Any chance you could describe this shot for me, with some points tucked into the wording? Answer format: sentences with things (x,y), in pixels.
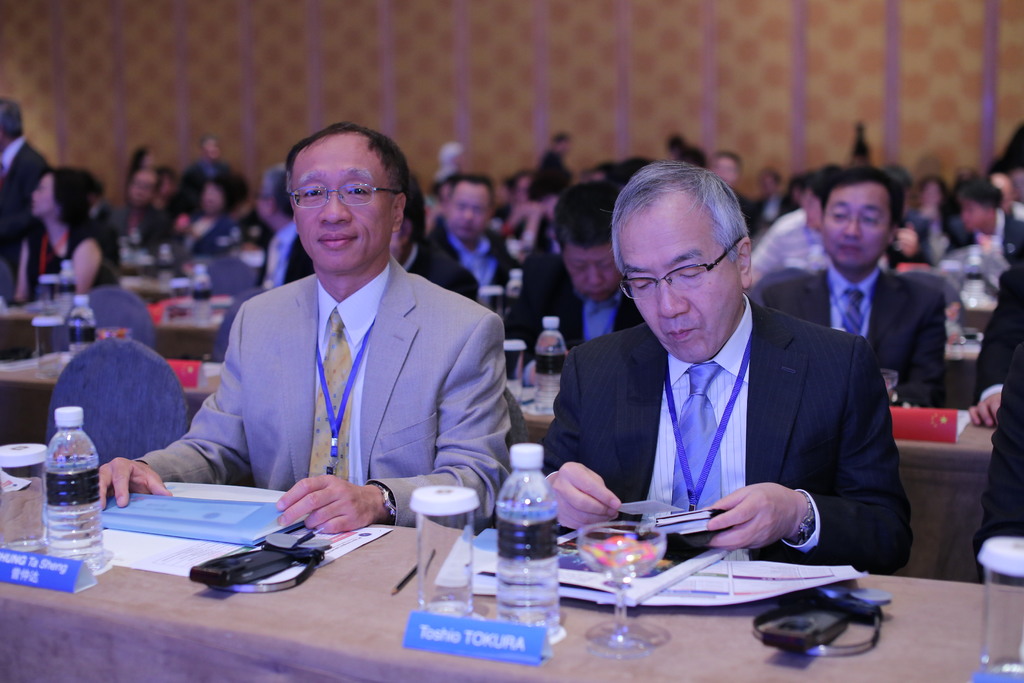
In this picture we can observe some people (425,264) sitting in the chairs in front of a table (695,677) on which we can observe name boards (55,563), glasses (436,601), water bottles (92,514) and some papers (726,572). Most of them are wearing coats (234,385) and blue color tags (347,398) in their necks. Some of them are wearing spectacles (319,201). In the background (405,103) there is a cream color wall (271,103).
